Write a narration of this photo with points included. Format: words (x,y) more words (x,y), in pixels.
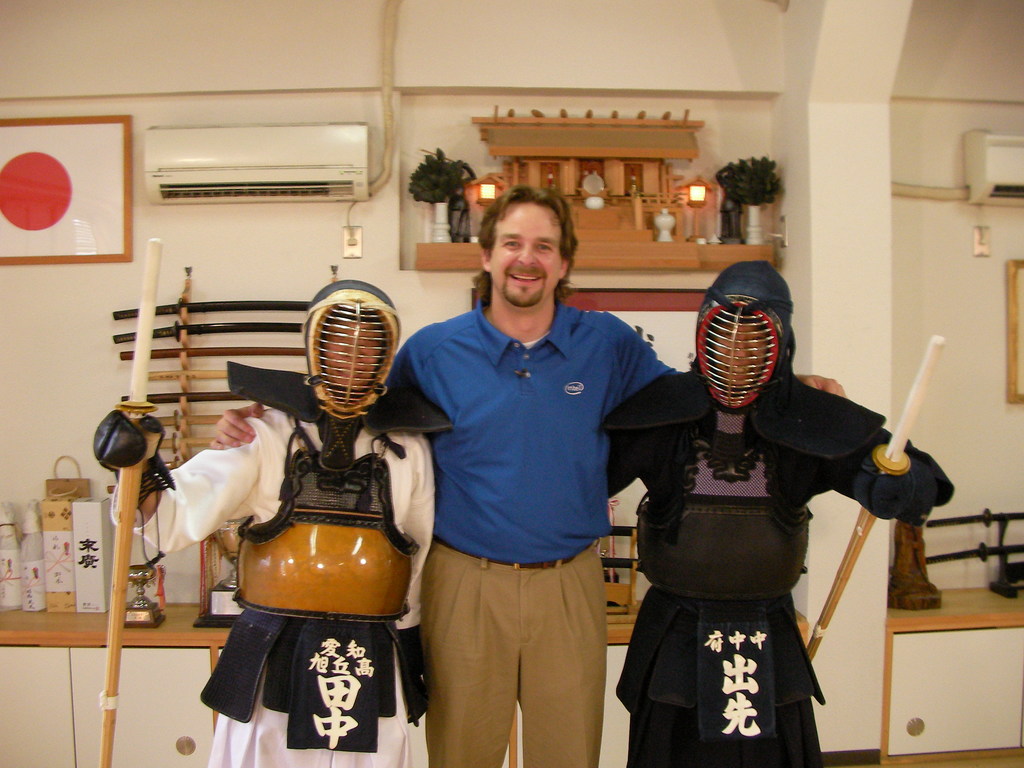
In this image we can see three persons (729,514) standing, two of them are wearing costumes (374,563) and holding sticks (117,623), there are few objects (201,599) on the cupboard (170,659) and there is a photo frame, an a/c (227,186) and a wooden object (676,205) on the wall (216,223).
